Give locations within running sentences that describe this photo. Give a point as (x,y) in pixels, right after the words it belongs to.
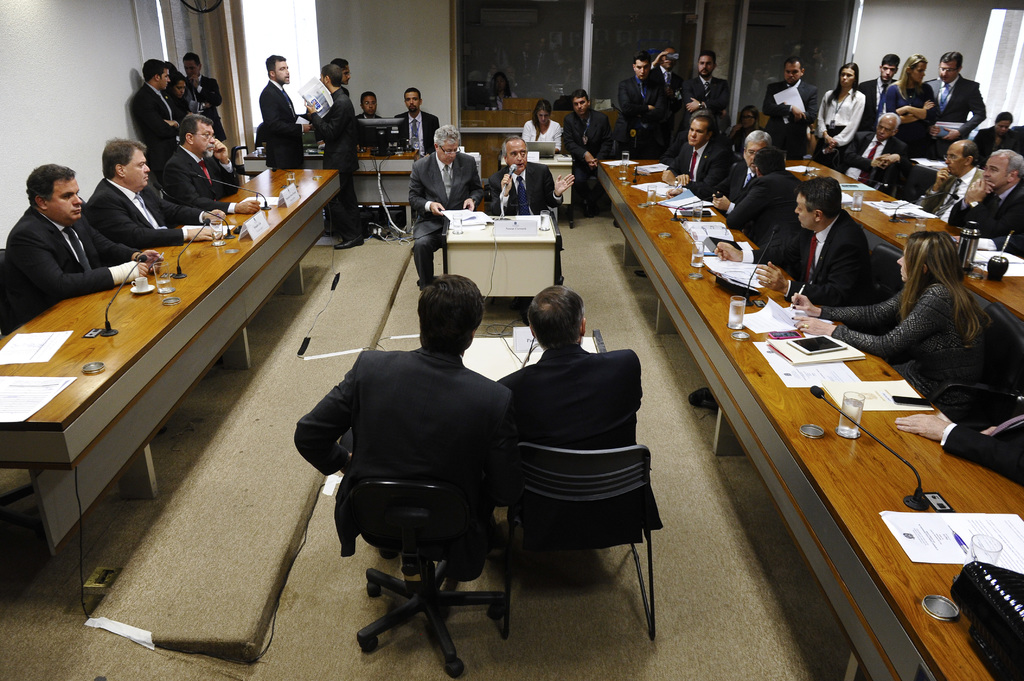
In this image there are people (950,348) sitting on chairs (975,367) and there are table (149,308), on that tables (109,346) there are mike's (907,463), glasses (216,229), papers (53,392) and few (287,141) are standing around them there are walls (40,135).
